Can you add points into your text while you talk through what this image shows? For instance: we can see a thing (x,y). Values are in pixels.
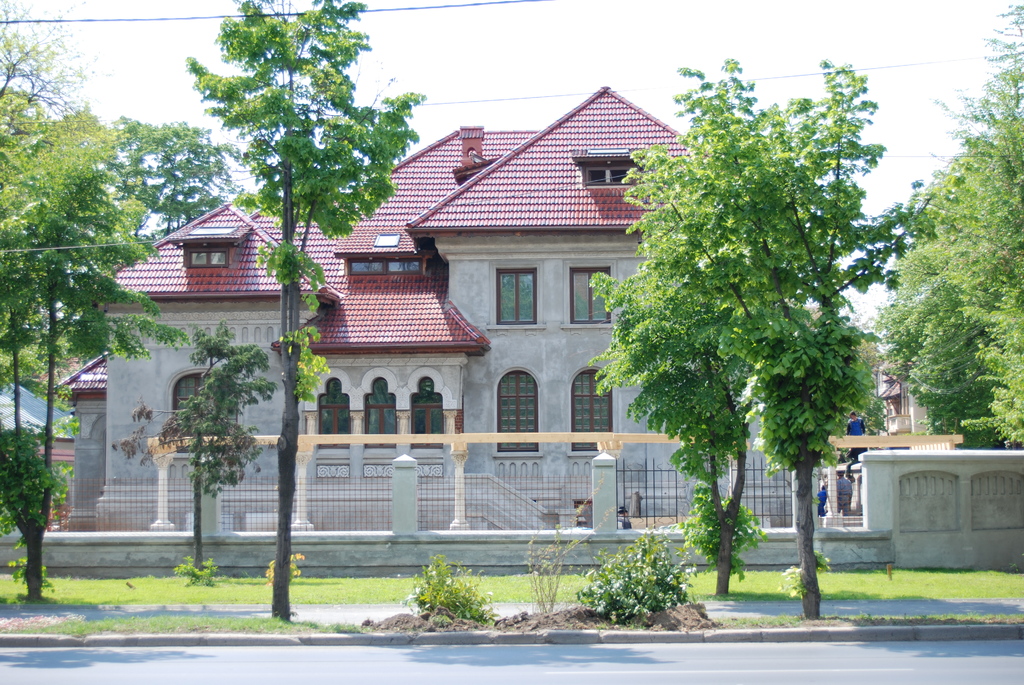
In this image in the middle (535,376) there are trees (628,351), houses (476,391), cables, plants (416,601), grass (383,602), people (856,448), road (437,662) and sky (482,107).
